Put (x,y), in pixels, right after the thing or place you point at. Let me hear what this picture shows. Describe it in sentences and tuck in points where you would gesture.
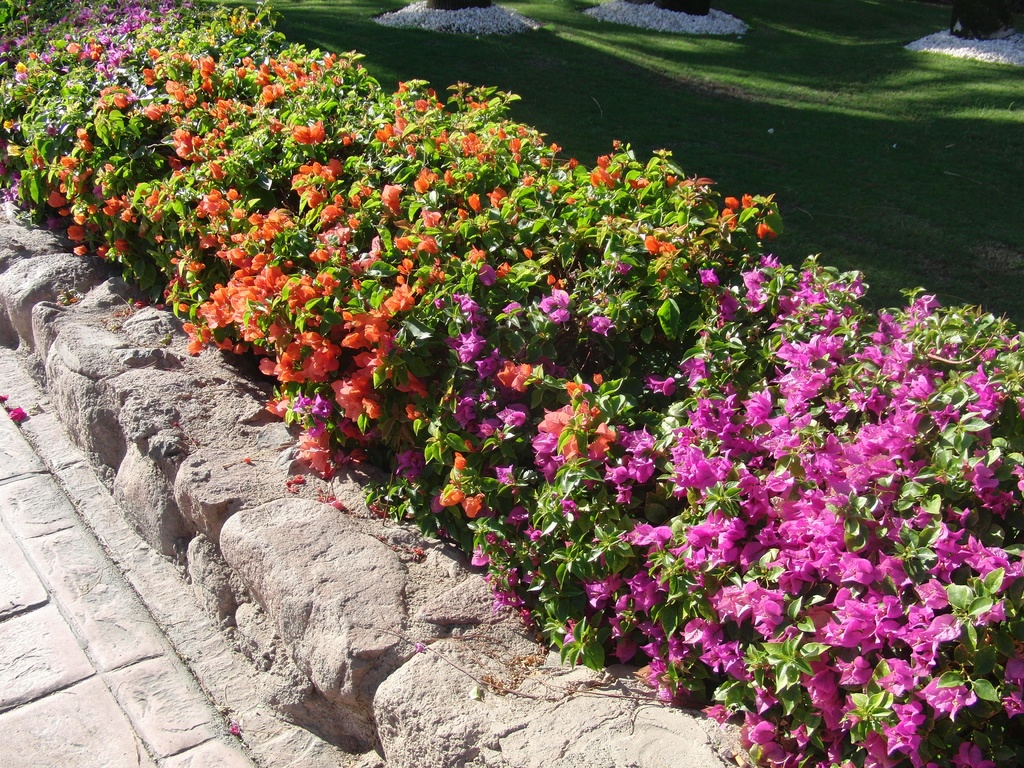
In this image there are few garden plants (508,143), flowers (633,181), grass (599,85), stones (139,538) and a small stone wall (157,500).
